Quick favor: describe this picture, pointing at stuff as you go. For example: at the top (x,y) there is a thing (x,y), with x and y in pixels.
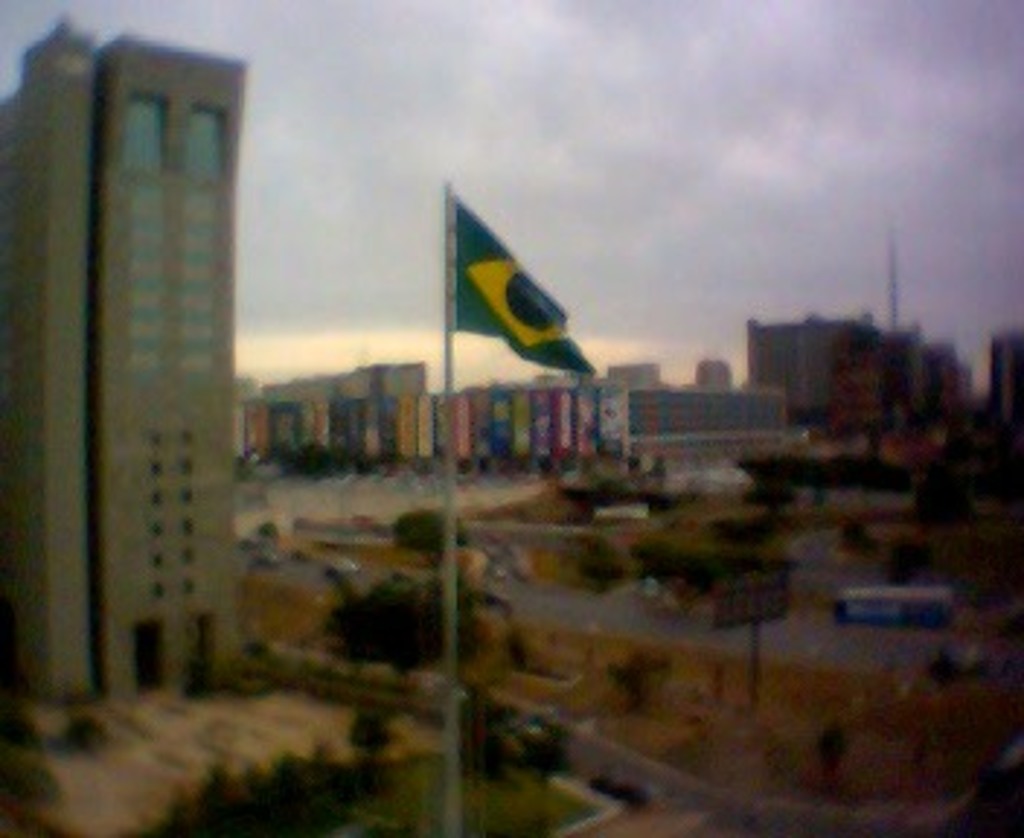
In this image there are buildings (884,401) and trees (428,593). We can see poles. In the center (480,302) there is a flag (484,288). In the background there is sky (445,74). At the bottom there are vehicles (838,617) on the road (540,620).
